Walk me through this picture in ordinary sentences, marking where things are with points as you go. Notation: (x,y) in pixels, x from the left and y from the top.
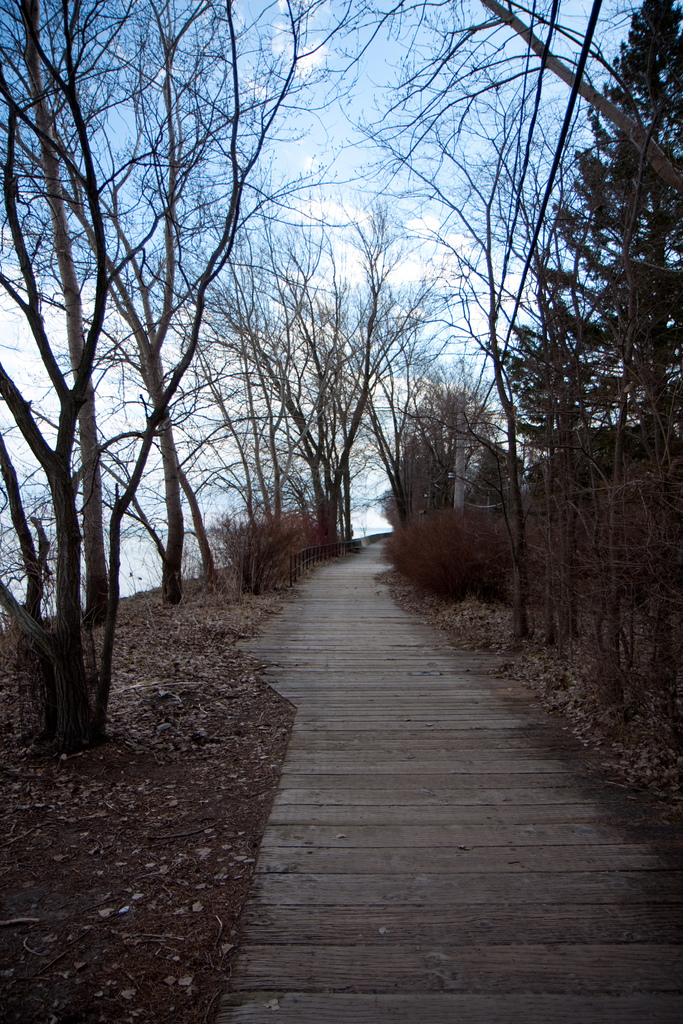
In this image we can see trees (443,438), plants (457,541), and the wooden path (361,645), also we can see the cloudy sky (208,430).
